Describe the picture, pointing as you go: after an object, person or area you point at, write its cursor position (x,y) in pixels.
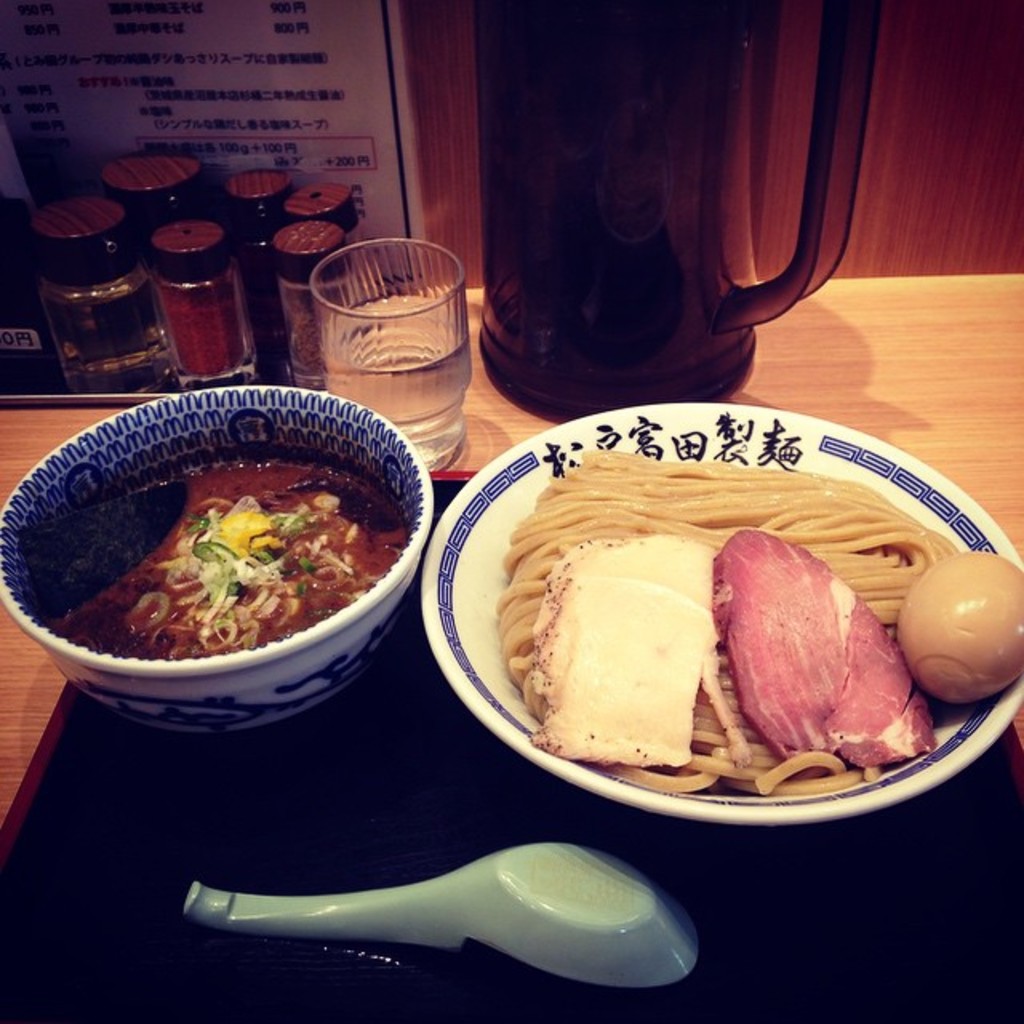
In the middle (501,428) there is a table (886,350) on that table (829,336) there is a jug (668,235), glass (432,303), bowl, plate (627,739), spoon (477,864), mat (315,826) and some food (345,568). On the left (185,268) there are many glass bottles (185,277). On the left top (225,100) there is a poster (210,90) with written text (245,98).
